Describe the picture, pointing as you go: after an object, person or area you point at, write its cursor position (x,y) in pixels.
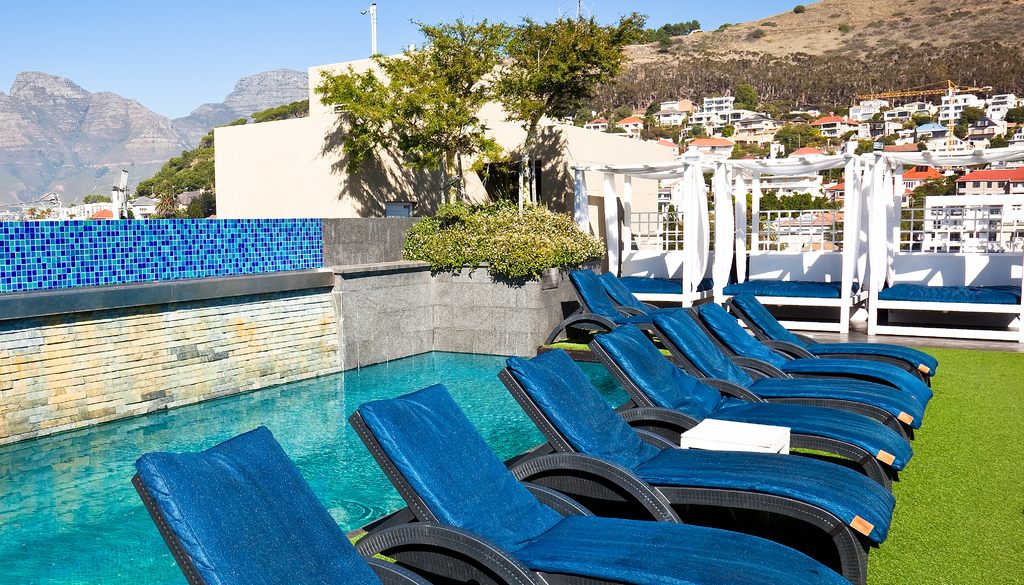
Here there are chairs (816,395) on the grass (964,559) and behind it we can see a swimming pool (90,471). In the background (511,114) there are benches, white color clothes (857,227) on the wooden poles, plants (564,222), trees (787,145), buildings (982,137), poles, mountains (0,200) and sky (61,62).
